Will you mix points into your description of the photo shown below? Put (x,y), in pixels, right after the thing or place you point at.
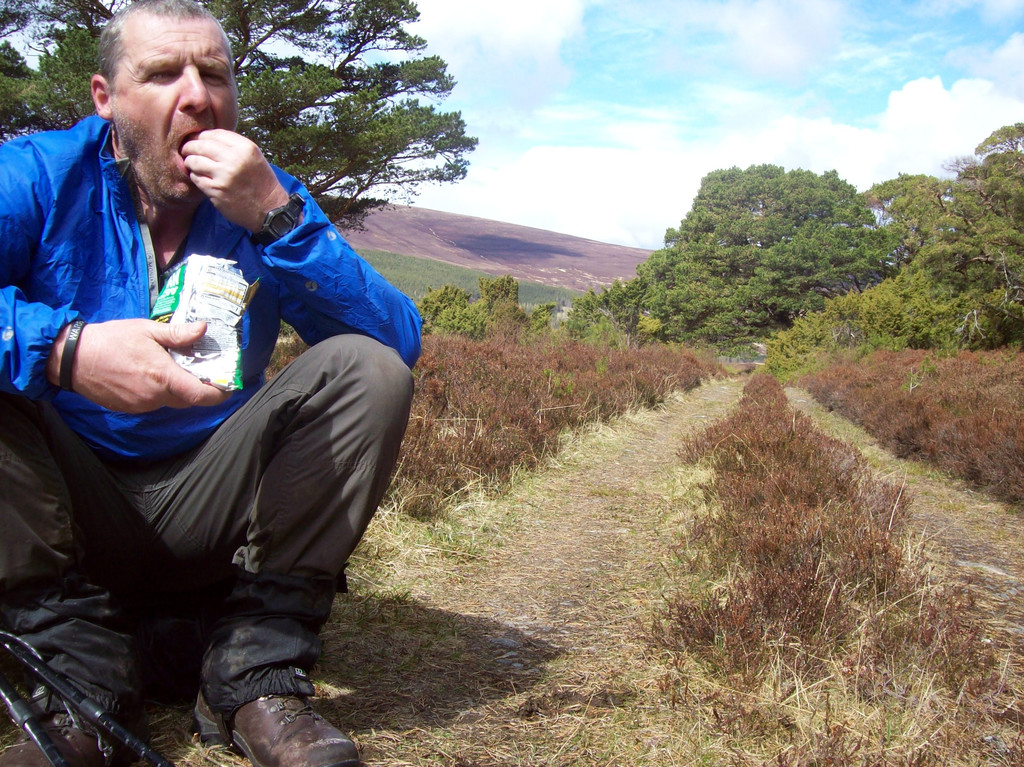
In this image I can see the person (119,473) sitting and holding some object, the person (290,286) is wearing blue and gray color dress (348,292). In the background (543,315) I can see few trees (750,294) in green color and the sky (725,70) is in blue and white color.
